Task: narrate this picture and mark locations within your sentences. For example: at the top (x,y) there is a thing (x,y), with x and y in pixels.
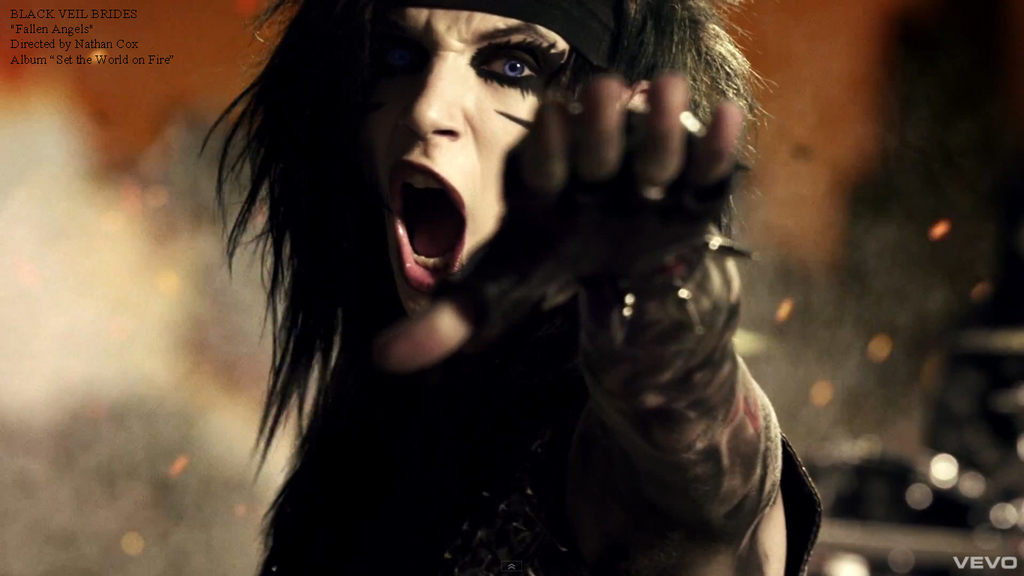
In this picture we can see a person (494,342) and behind the person (470,286) there is the blurred background (860,395). On the image there are watermarks (80,40).
